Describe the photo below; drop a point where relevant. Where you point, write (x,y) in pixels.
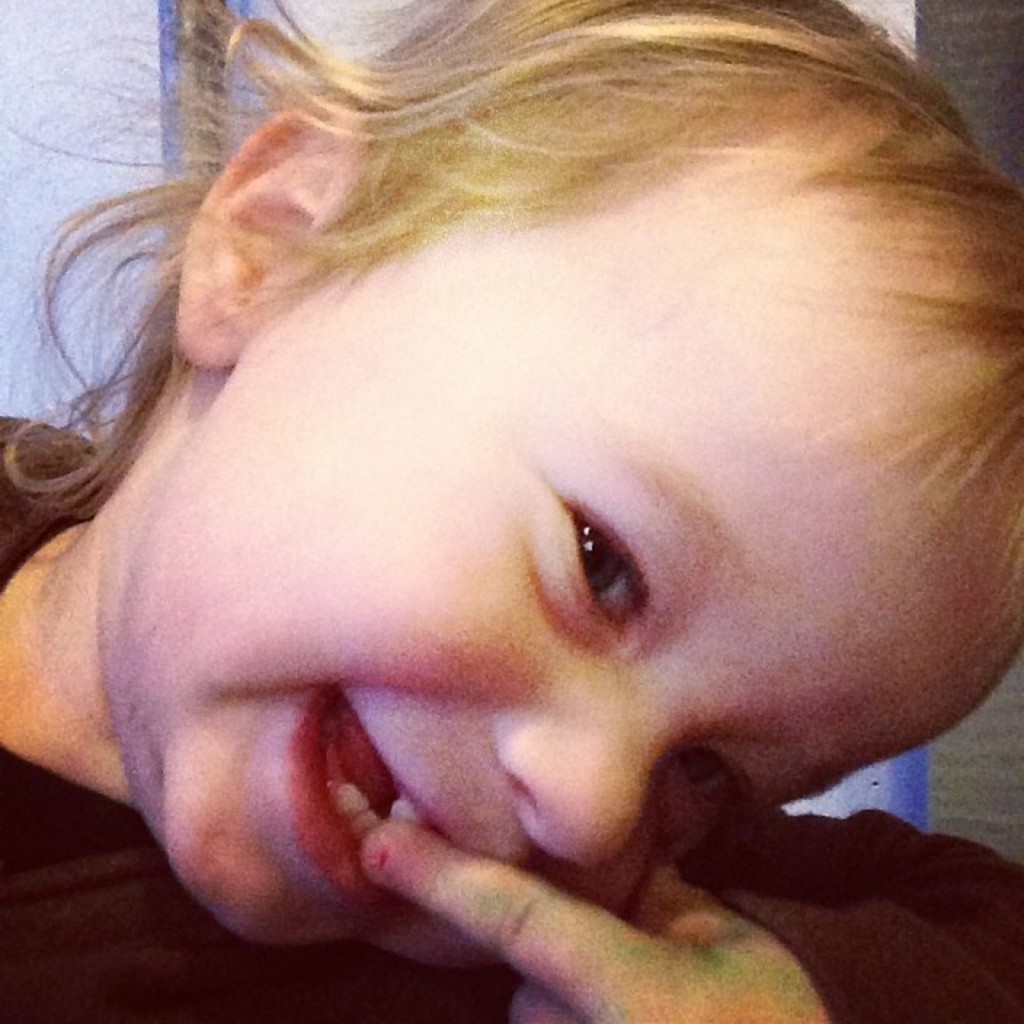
In the foreground of this image (620,510), there is a kid (731,721). On the bottom (668,983), there is a hand (669,979).
